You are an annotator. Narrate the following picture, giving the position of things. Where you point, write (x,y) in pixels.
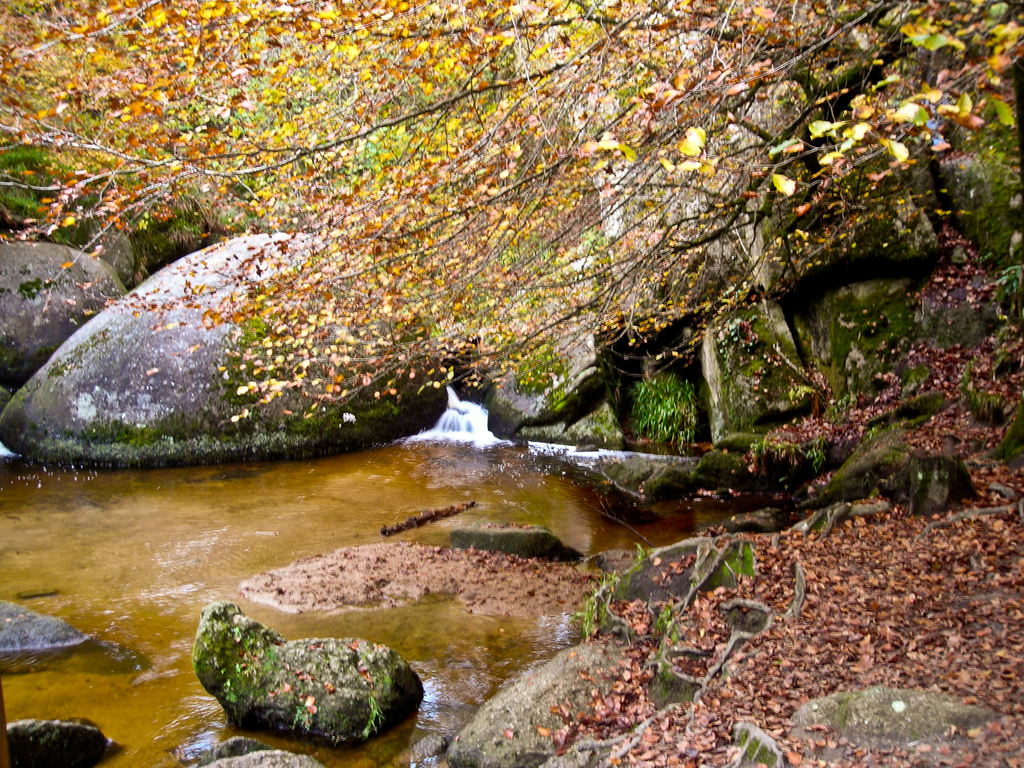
Completely an outdoor picture. This is freshwater river (254,542). This are stones (142,359). This is a plant (460,143). A grass (870,299) on stone (834,390).
